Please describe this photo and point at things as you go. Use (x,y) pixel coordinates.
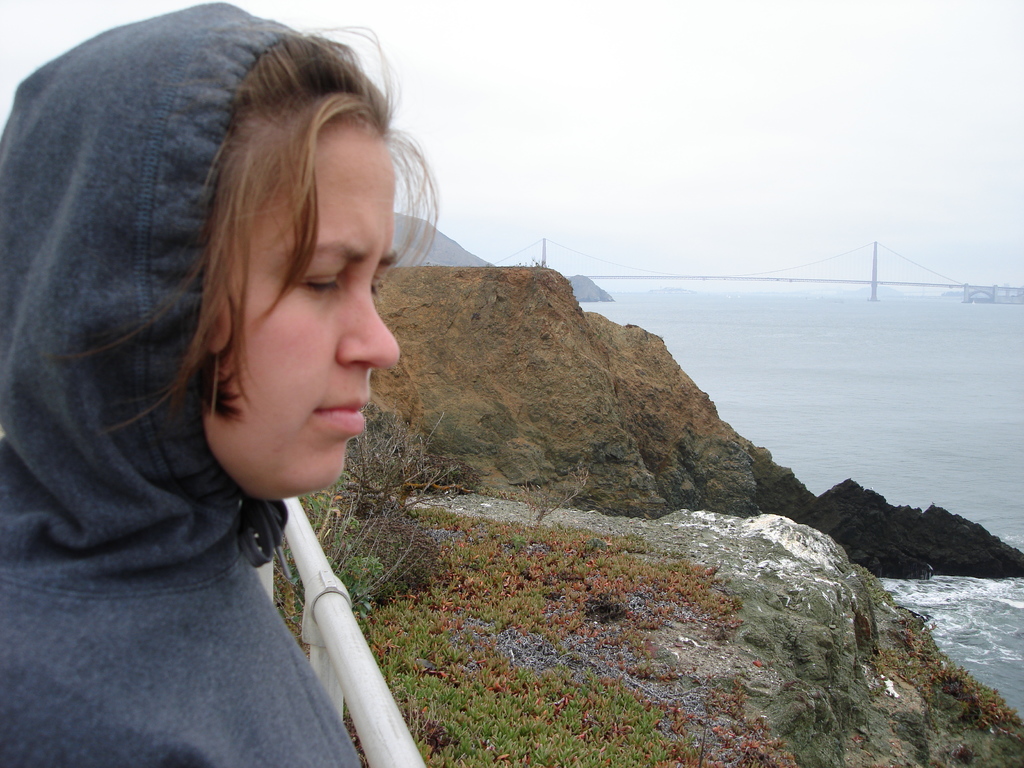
In this image on the left side (229,486) there is one woman (256,368) who is wearing a jacket (205,659) and beside her there is a railing (338,602). In the center (470,432) there are some mountains (505,417), and on the right side of the image (861,406) there is a beach (986,598). In the background (982,288) there are mountains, towers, bridge (1002,288) and at the top (625,134) there is sky (646,135).
